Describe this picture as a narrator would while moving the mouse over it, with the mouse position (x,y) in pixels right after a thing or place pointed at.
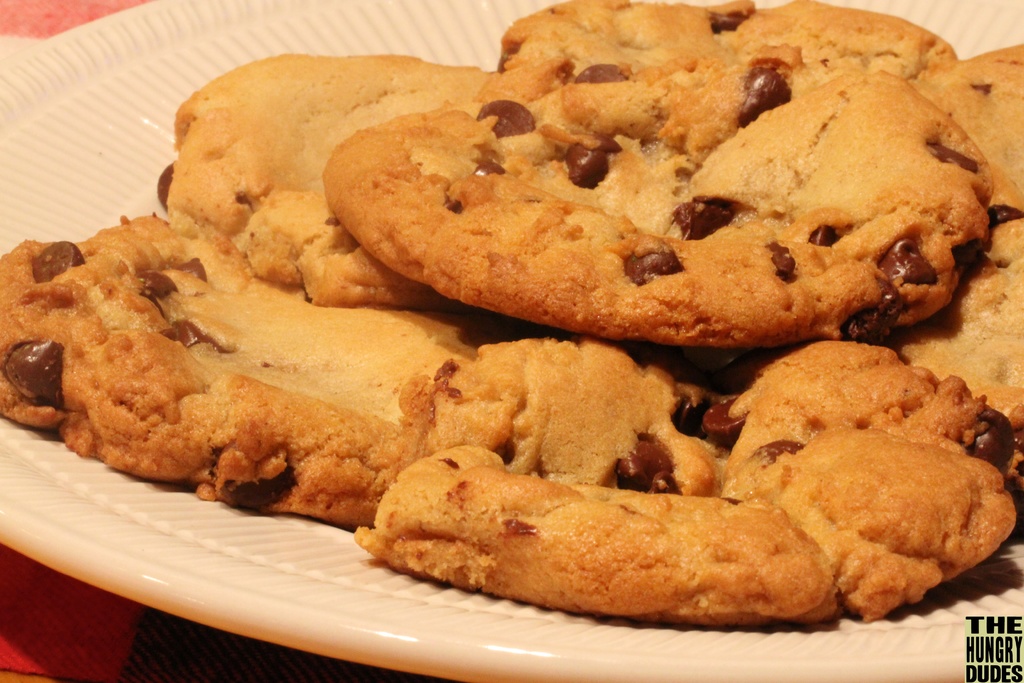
In this picture, we see a white plate (40,149) containing the cookies (386,277). In the left bottom (57,620), we see something in red color.
